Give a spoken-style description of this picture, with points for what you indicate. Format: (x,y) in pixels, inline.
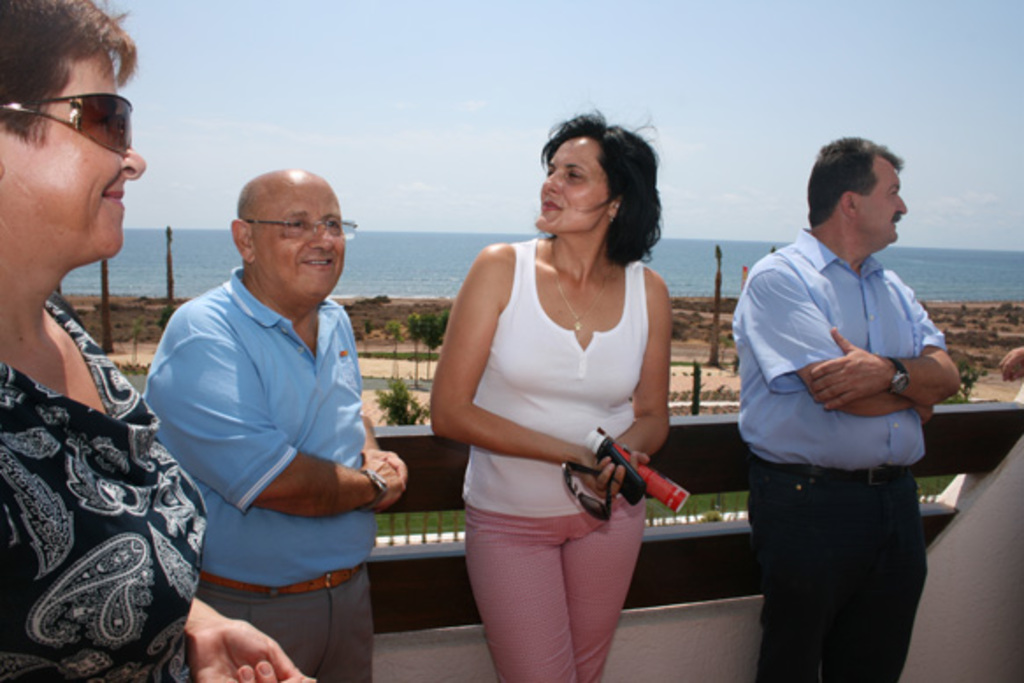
In the background (666,57) we can see sky (280,66) and sea (428,249). These are plants (717,282) and here we can see grass (733,498). We can see people (670,347) standing. This woman (519,474) is holding mobile (615,457), bottle (675,498) and goggles (593,504) in her hands (616,486).
